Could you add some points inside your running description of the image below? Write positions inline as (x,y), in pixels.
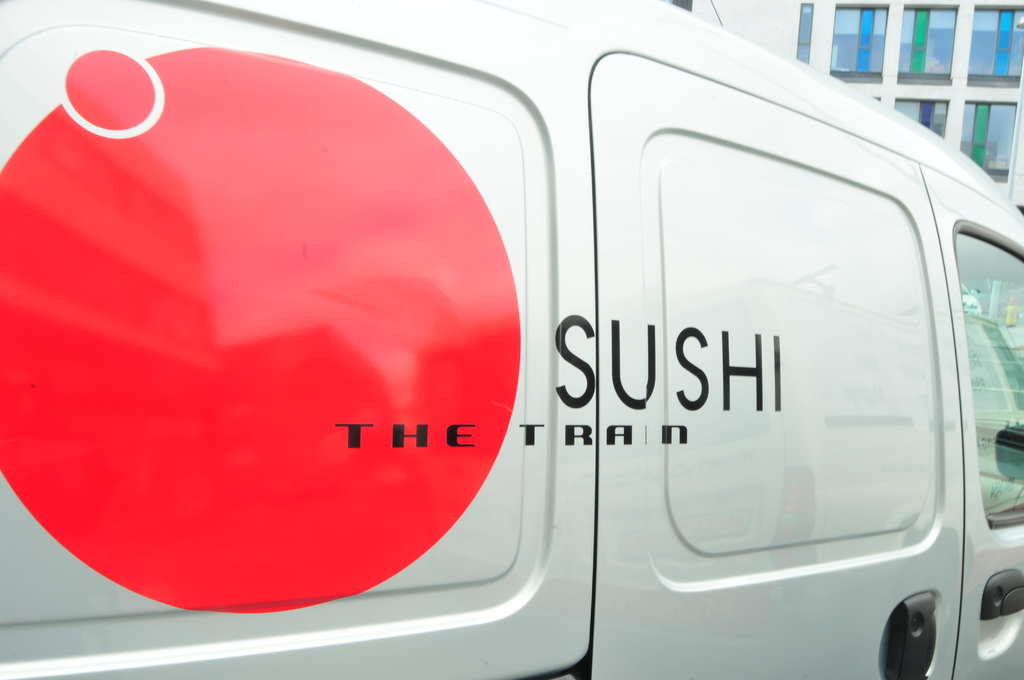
In this image I can see a vehicle (787,256) which is white in color and red colored paint (174,290) on it. In the background (927,115) I can see the building (914,70).
